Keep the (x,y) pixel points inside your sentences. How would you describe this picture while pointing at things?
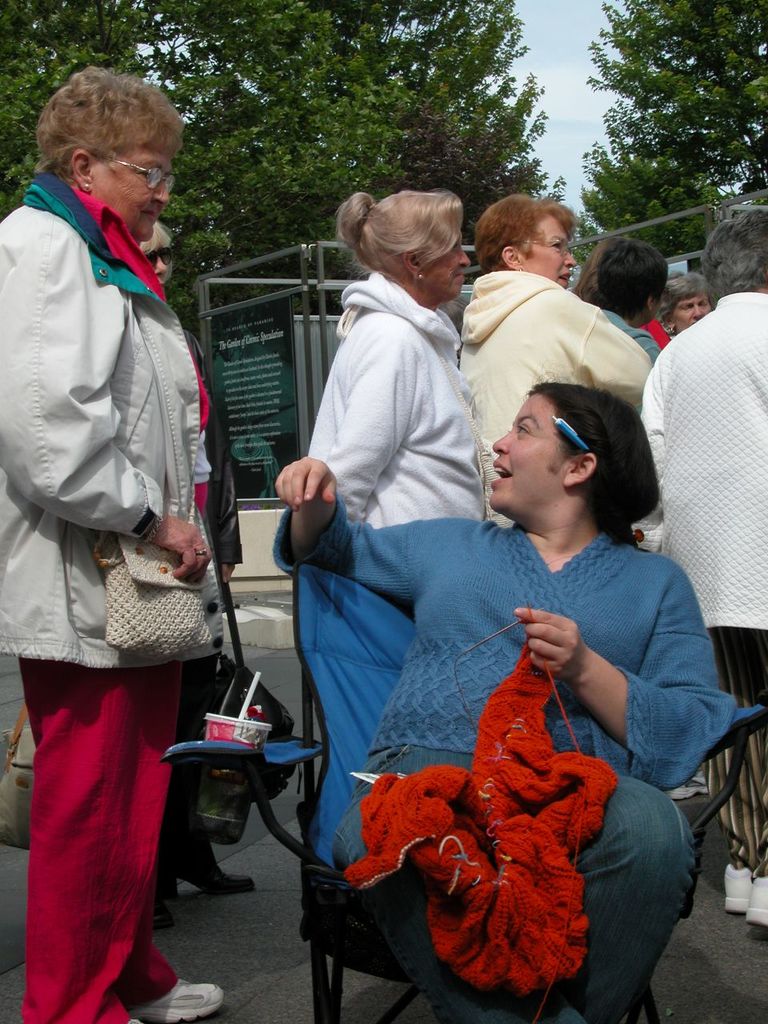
In this image I can see a woman (468,639) wearing blue colored dress (481,653) is sitting on a blue colored chair (355,670) and holding a red colored object (524,805) in her hand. In the background (588,319) I can see number of persons (54,466) standing, the black colored board (296,369), few metal rods (304,344), few trees (383,183) and the sky (585,91).
